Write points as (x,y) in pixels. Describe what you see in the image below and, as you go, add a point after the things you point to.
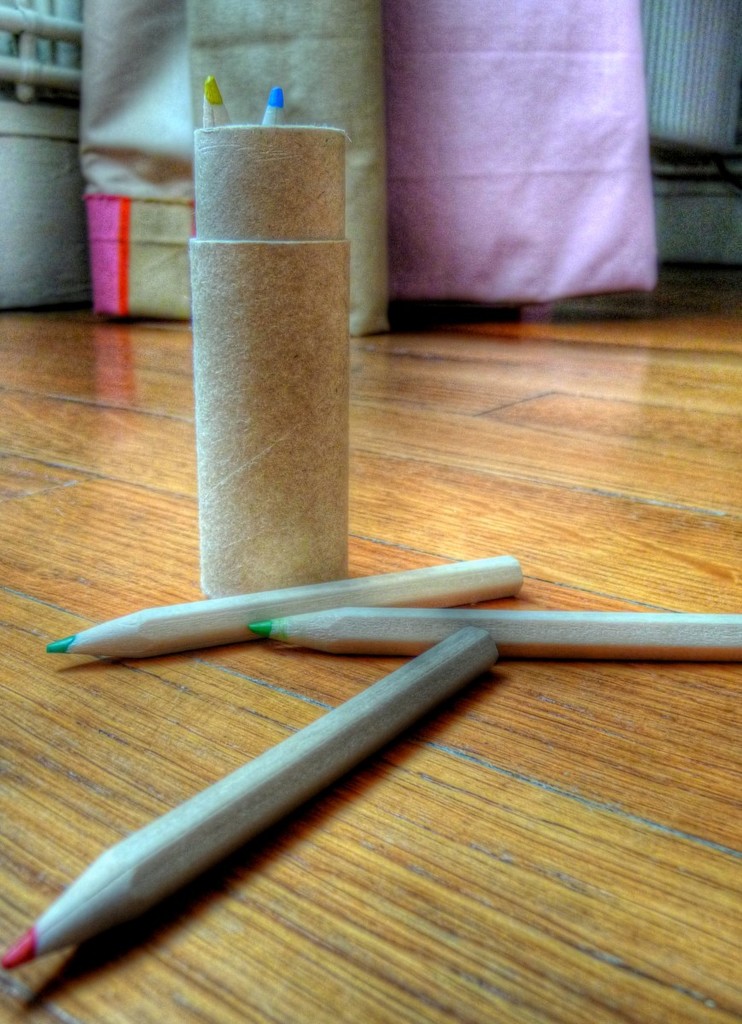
In this image there are three pencils (178,872) are kept on the floor (498,806) as we can see at bottom of this image (305,759) and there are some pencils (271,101) are kept in an object (263,389) in middle of this image (303,378) and there is one object (458,190) is at top of this image (368,135).
